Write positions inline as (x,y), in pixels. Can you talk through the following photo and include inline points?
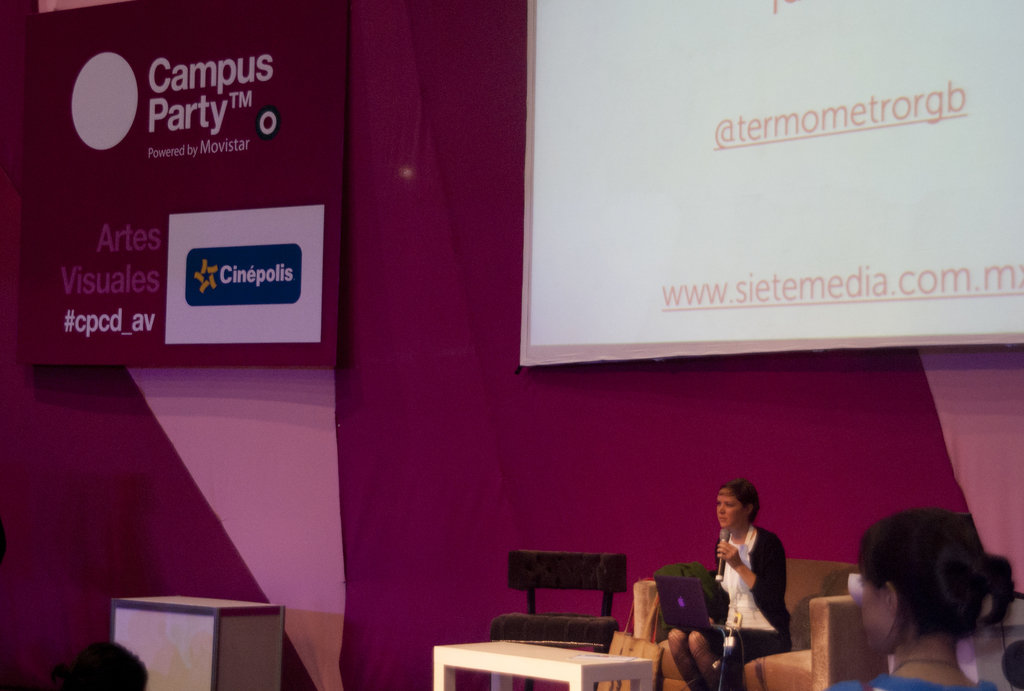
In this picture we can observe a woman (735,620) sitting in the sofa (660,605) holding a laptop (674,592) and a mic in her hand (733,557). in front of her there is a white color table (504,647). Behind her we can observe projector display screen (677,175) which is in white color. On the right side (897,604) there is another woman (897,607). On the left side (260,125) we can observe a maroon color poster (133,125). We can observe a maroon color cloth (438,428) in the background (386,437).
